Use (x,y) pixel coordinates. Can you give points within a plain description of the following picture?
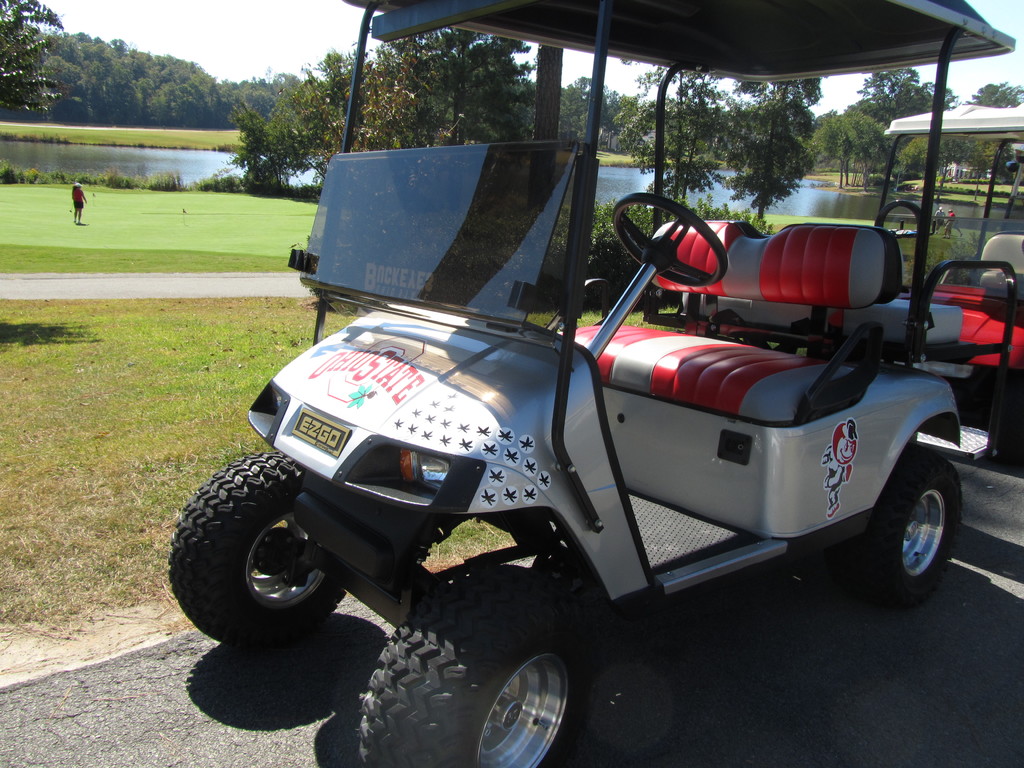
In this image we can see golf cart (851,331), road (728,596), few people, grass (113,362), plants (980,181), trees (286,138), lake (977,213), at the top (210,12) we can see the sky (193,38).
